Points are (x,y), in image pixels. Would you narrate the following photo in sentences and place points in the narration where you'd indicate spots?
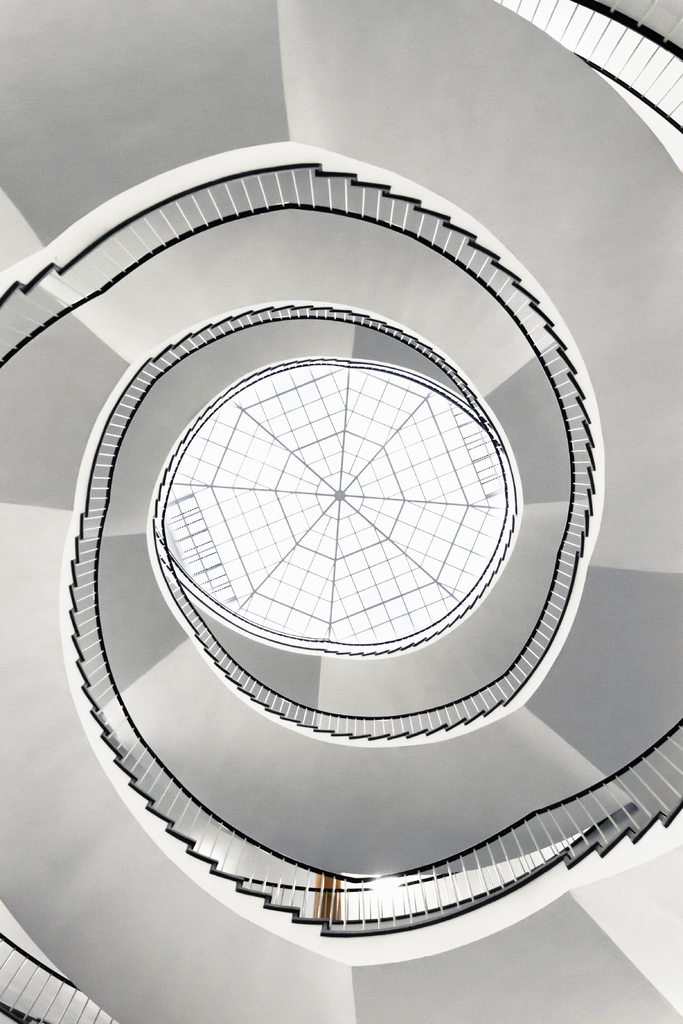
In this picture I can observe staircase (361,298) in the middle of the picture (312,349). I can observe railing (545,854).
